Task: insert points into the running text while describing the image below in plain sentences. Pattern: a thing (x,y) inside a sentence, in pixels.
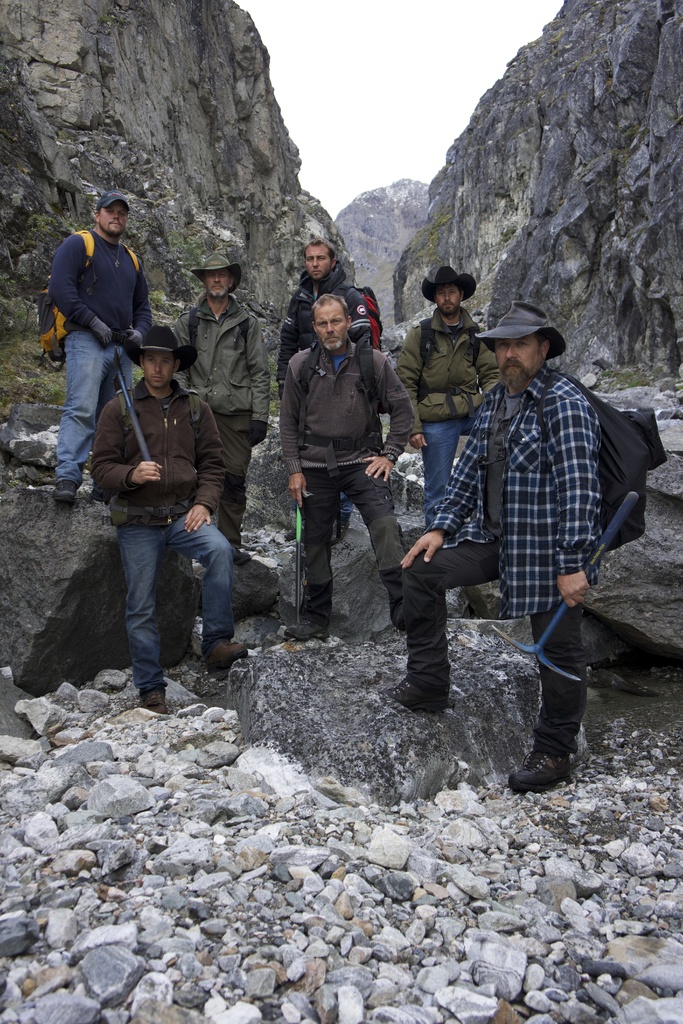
In this picture there are people (148,385) and we can see rocks (180,575), stones (109,832) and hills (226,142). In the background of the image (401,108) we can see the sky (399,118).
